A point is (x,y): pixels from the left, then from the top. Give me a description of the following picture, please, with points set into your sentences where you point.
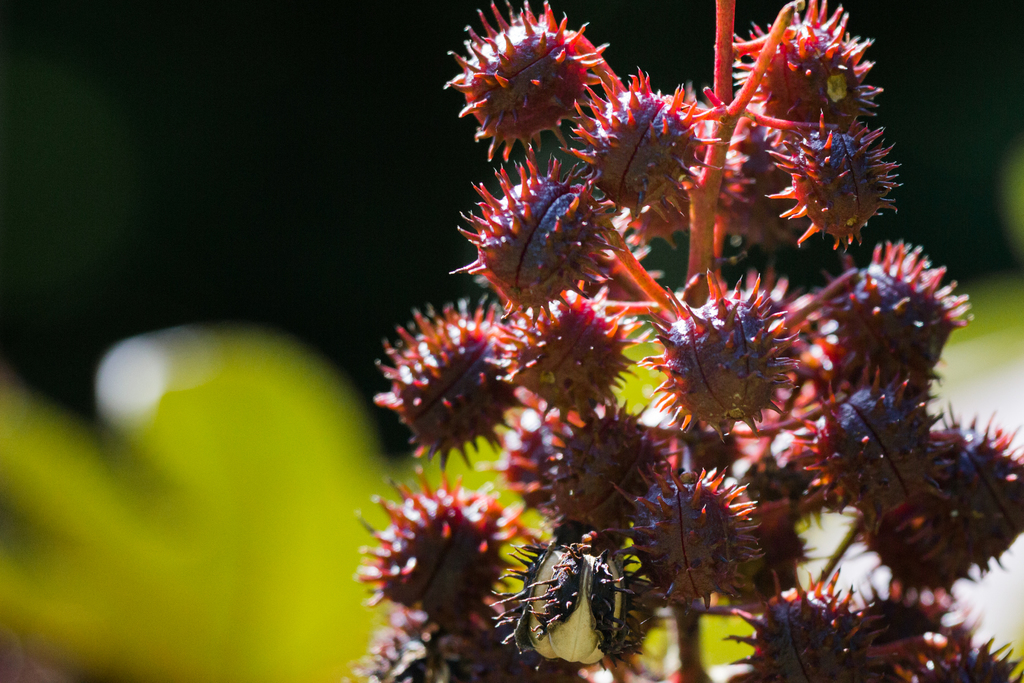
This image consists of a plant (777,371) in red color. The background (211,228) is blurred.
